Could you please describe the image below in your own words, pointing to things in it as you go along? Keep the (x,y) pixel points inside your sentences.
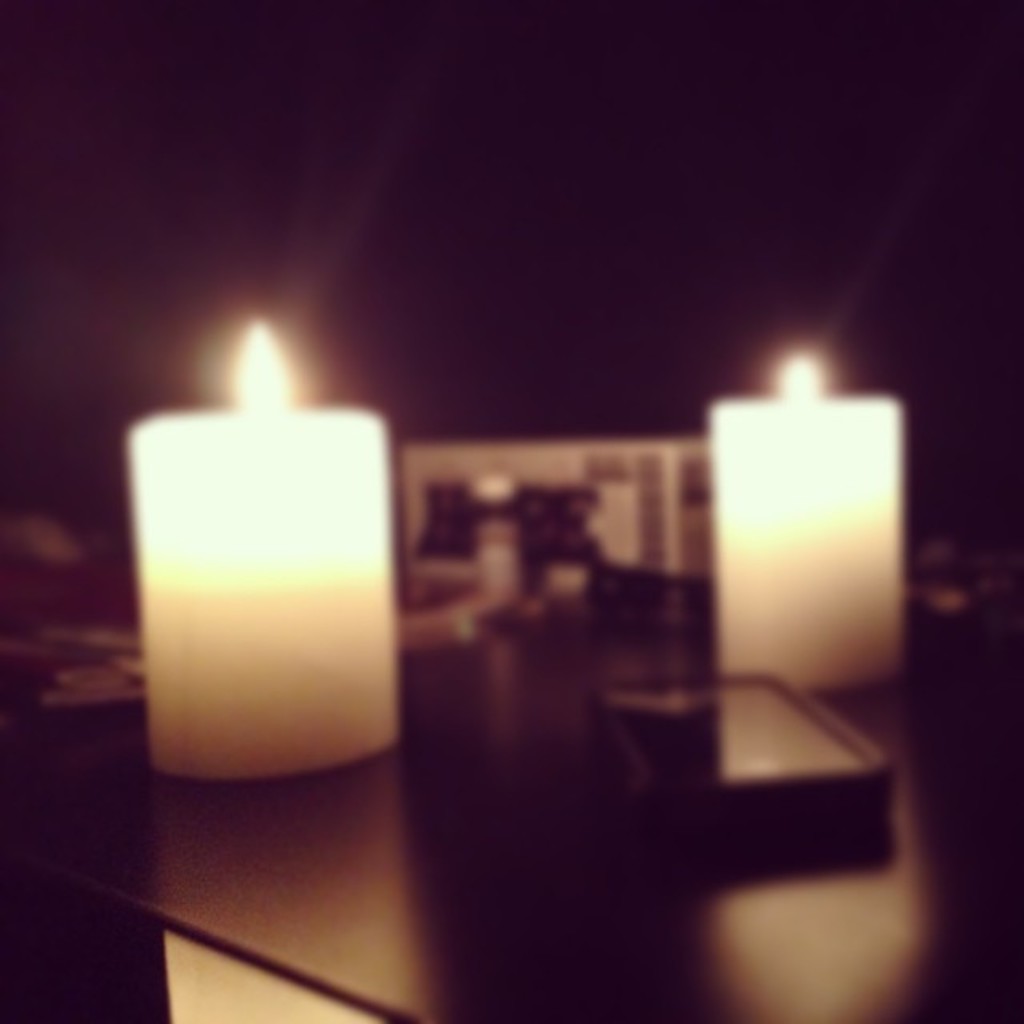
In this picture we can see 2 candles (880,506) and other things (288,1007) kept on a black table (491,970). The background is dark.
